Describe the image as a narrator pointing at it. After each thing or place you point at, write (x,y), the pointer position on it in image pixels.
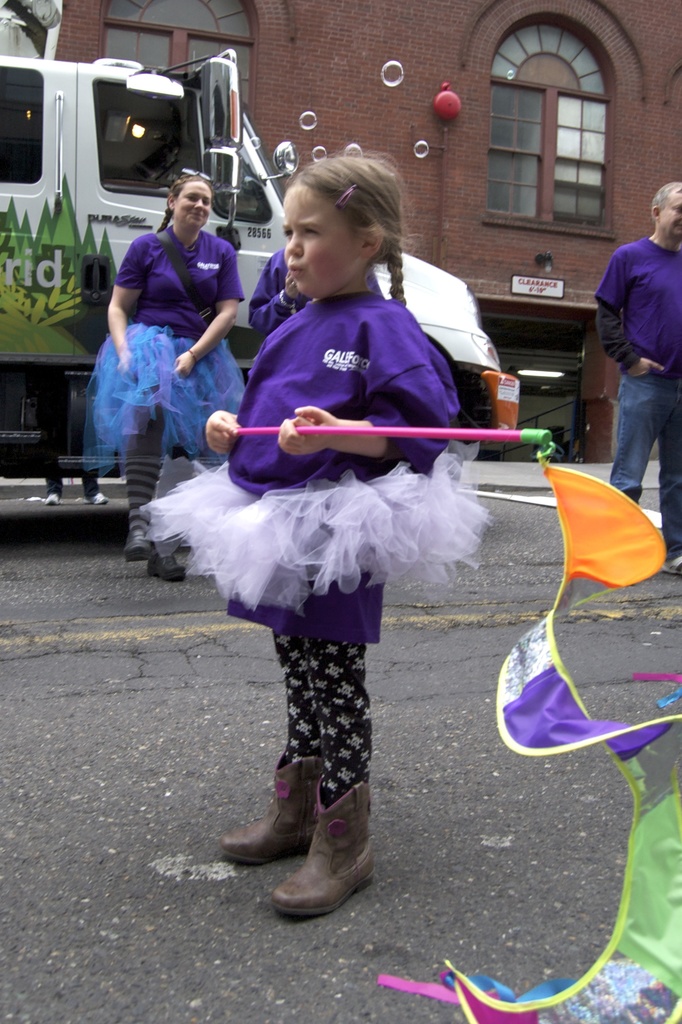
There is a small girl (369,493) standing in the foreground (351,452) holding a stick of the colorful flag (563,712), there are people (201,256), vehicle (234,160), building (435,239), windows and a small board (536,277) in the background area (560,288).
